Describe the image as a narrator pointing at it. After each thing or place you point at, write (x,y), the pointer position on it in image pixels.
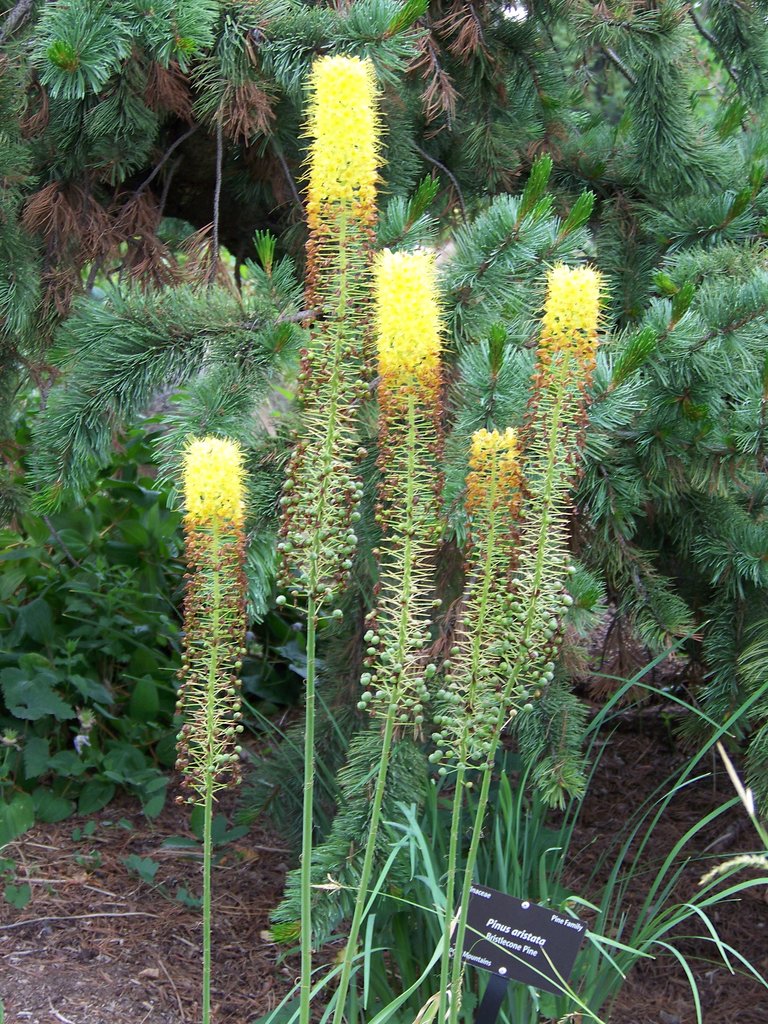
In this image we can see some plants (515,673), and there is a card (495,906) with some text (543,943) on it.
